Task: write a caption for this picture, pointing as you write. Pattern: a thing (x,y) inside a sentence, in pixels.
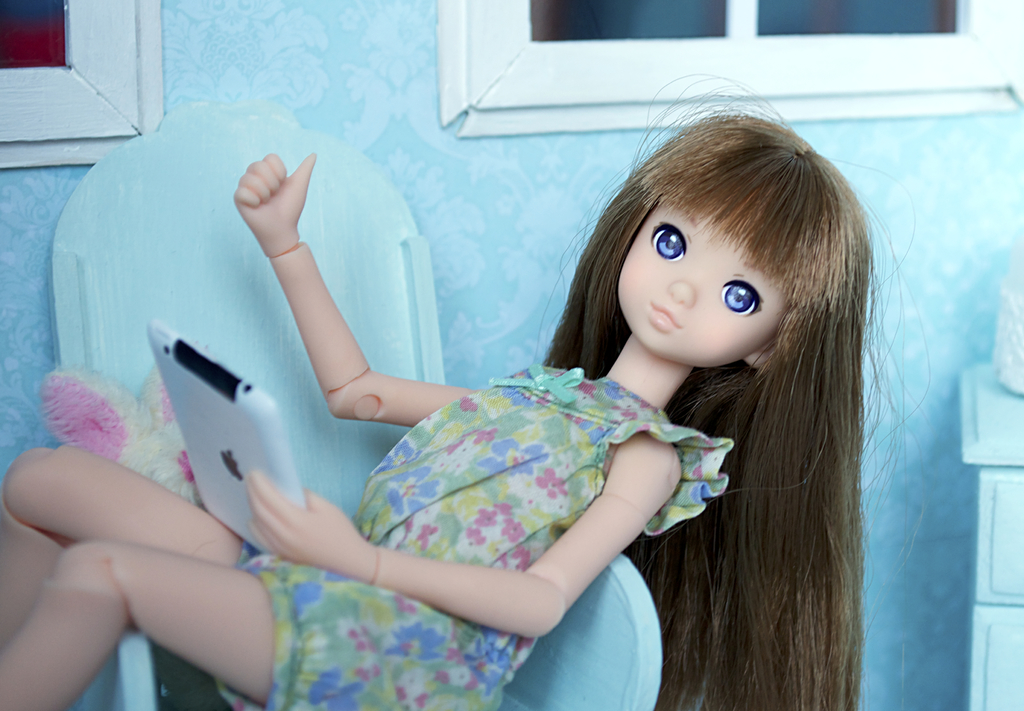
This picture shows a toy (457,513), sitting in a chair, holding tablet (233,456) in her hand (288,502). In the background (471,193) there is a wall (422,181).
